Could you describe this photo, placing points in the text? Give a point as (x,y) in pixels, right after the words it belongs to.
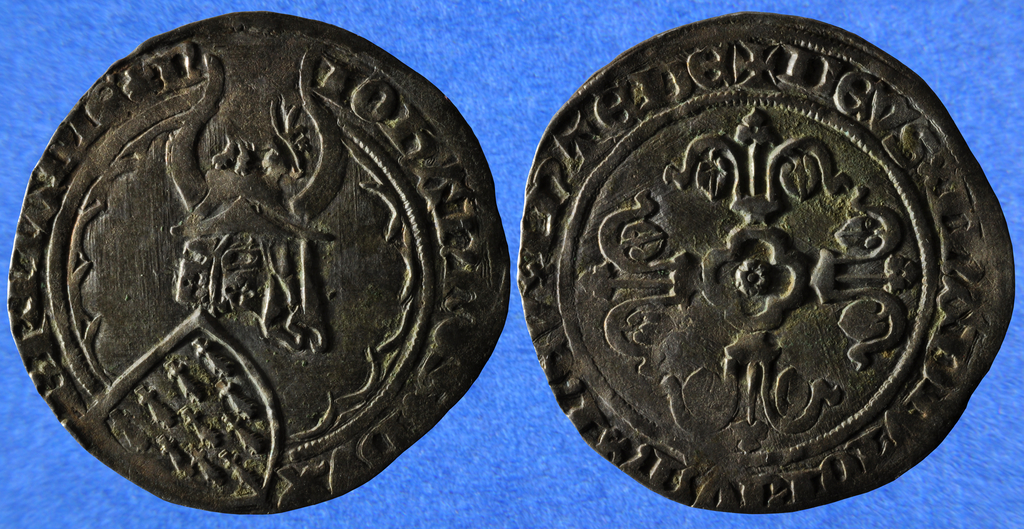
In this image we can see carved coins (655,237). Background (531,63) it is in blue color.
